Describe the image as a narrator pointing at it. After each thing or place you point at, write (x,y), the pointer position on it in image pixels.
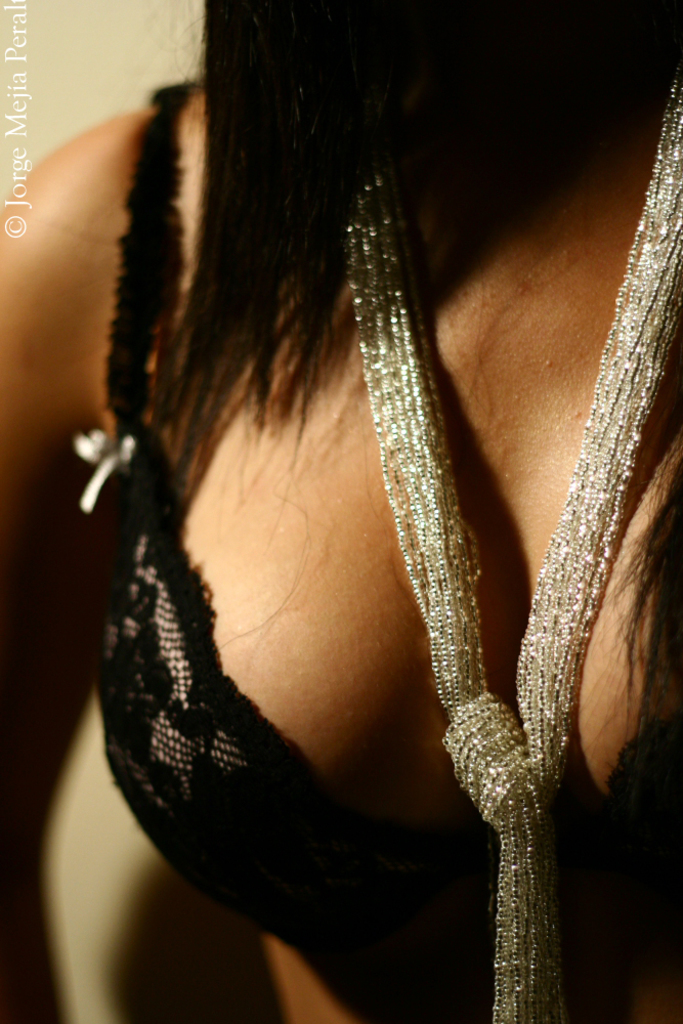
In the image we can see a woman (301,285) wearing clothes (287,810), this is a watermark (13,119) and a scarf (395,274).
